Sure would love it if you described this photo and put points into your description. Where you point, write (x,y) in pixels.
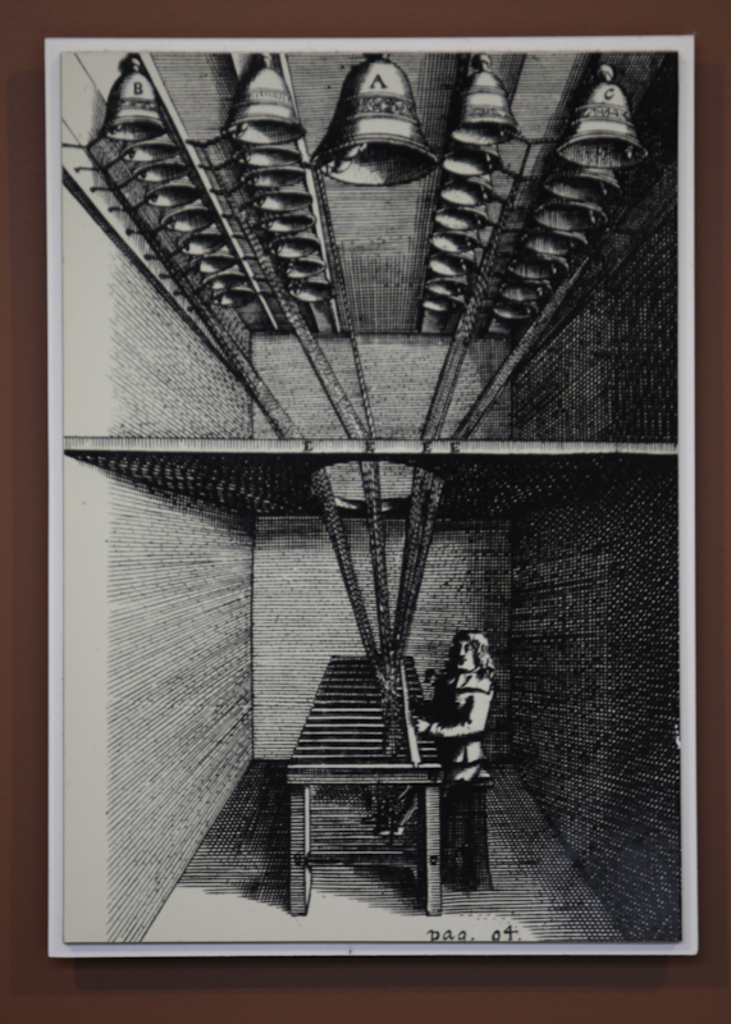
In this picture we can see an object (522,788) which seems to be the poster (495,387) and we can see the picture (474,697) of a person (477,737) sitting and we can see the bells (567,211) hanging on the roof (359,292). In the background (273,554) we can see the wall (247,523) and we can see the table (294,799) and some other items (450,785). At the bottom (473,930) there is a text (480,936) on the image.
